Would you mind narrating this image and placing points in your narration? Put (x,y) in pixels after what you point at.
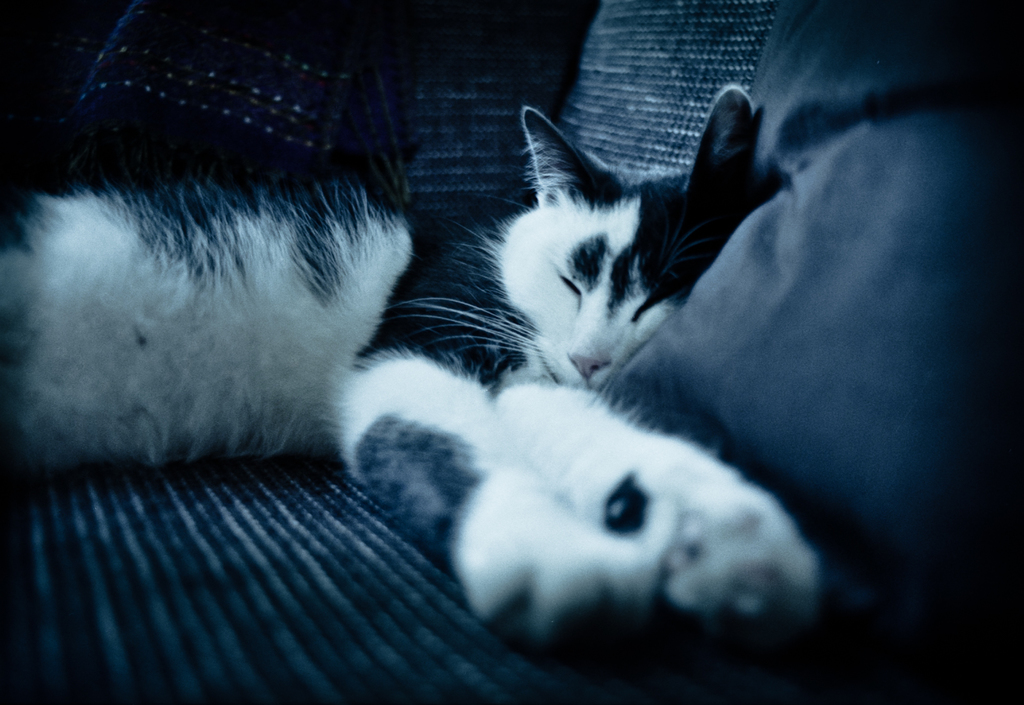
In this picture there is a cat (437,268) sleeping in sofa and there is a pillow (723,283) in the right corner (840,292).
